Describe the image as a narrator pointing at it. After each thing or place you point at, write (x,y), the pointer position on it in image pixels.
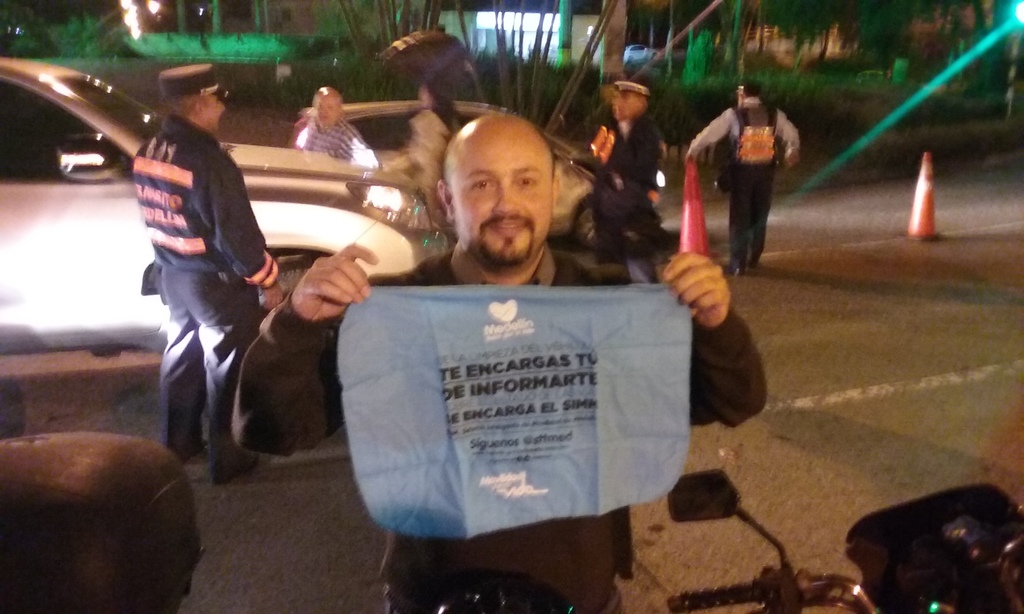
In the background (506,65) we can see the trees (861,44), plants (688,74) and lights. In this picture we can see traffic cones (932,206), vehicles (567,151), road (961,207) and people (510,151). We can see a man (700,395) holding a cloth (389,487) and there is some information on it. At the bottom portion of the picture (913,574) we can see the partial part of a motorbike (913,574).
